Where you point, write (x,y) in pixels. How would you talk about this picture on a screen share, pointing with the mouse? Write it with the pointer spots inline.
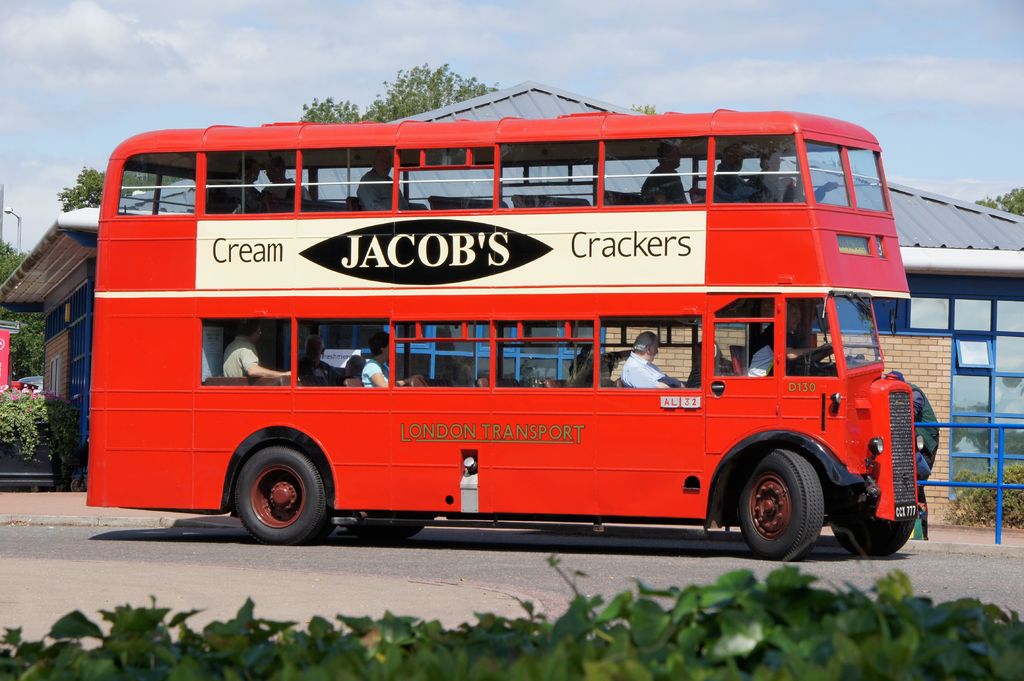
In this picture I can see few plants (622,605) at the bottom (665,646). There is a bus (586,481) in the middle (585,425), in the background (1019,202) there are houses (560,112) and trees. At the top (480,27) there is the sky (787,7).
